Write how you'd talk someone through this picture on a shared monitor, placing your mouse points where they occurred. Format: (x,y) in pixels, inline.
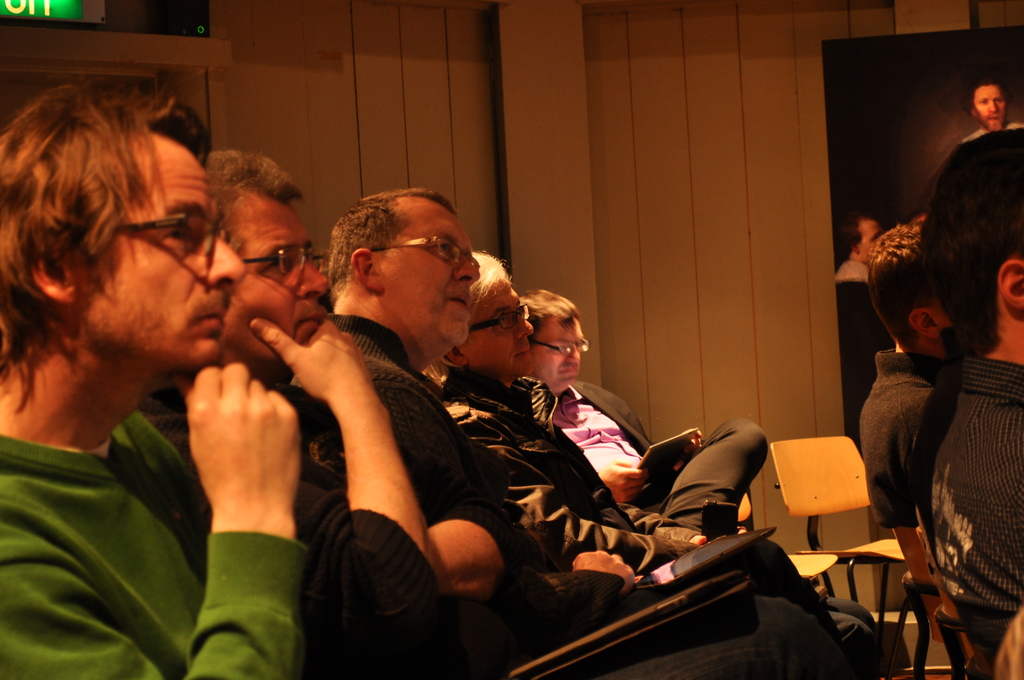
In this image On the left (150,227) there are five men (162,234) sitting on the chairs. On the left (142,475) there is a man (111,523) he wear green t shirt (147,539) and spectacles (180,240). In the middle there are two empty chairs (817,527). In the background (708,189) there is a poster (872,146) and wall (459,154).
